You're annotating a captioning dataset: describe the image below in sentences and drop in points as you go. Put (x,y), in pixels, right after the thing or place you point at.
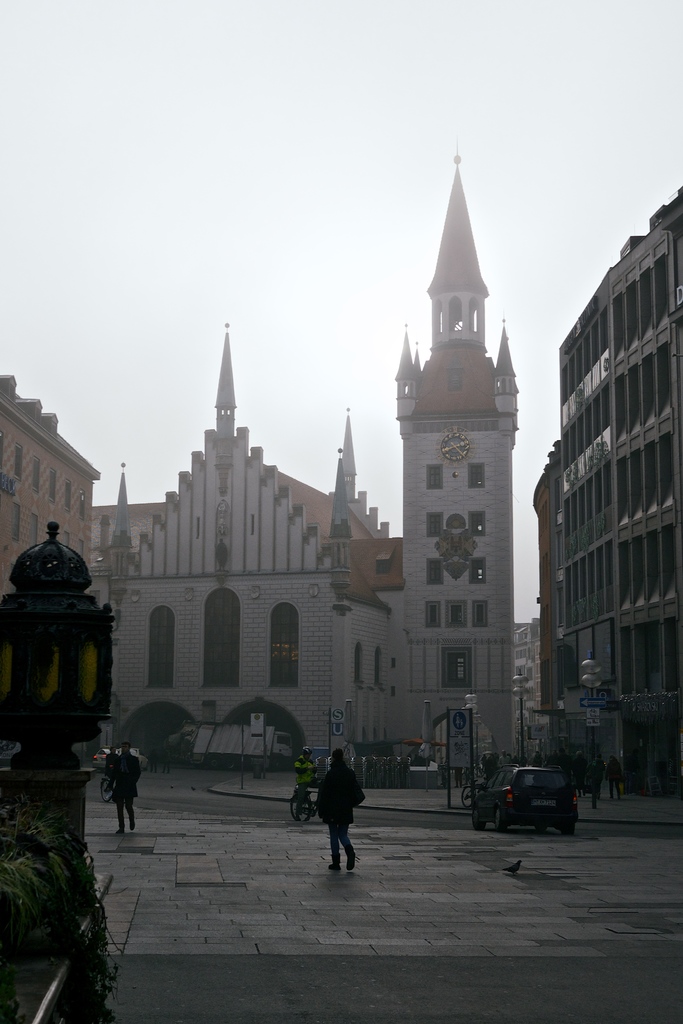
In this image I can see few persons (571,770) walking on the road (613,827). I can also see few vehicles (534,771), light poles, plants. Background (337,576) I can see a building (320,577) in white color, I can also see sky (188,247) in white color.
